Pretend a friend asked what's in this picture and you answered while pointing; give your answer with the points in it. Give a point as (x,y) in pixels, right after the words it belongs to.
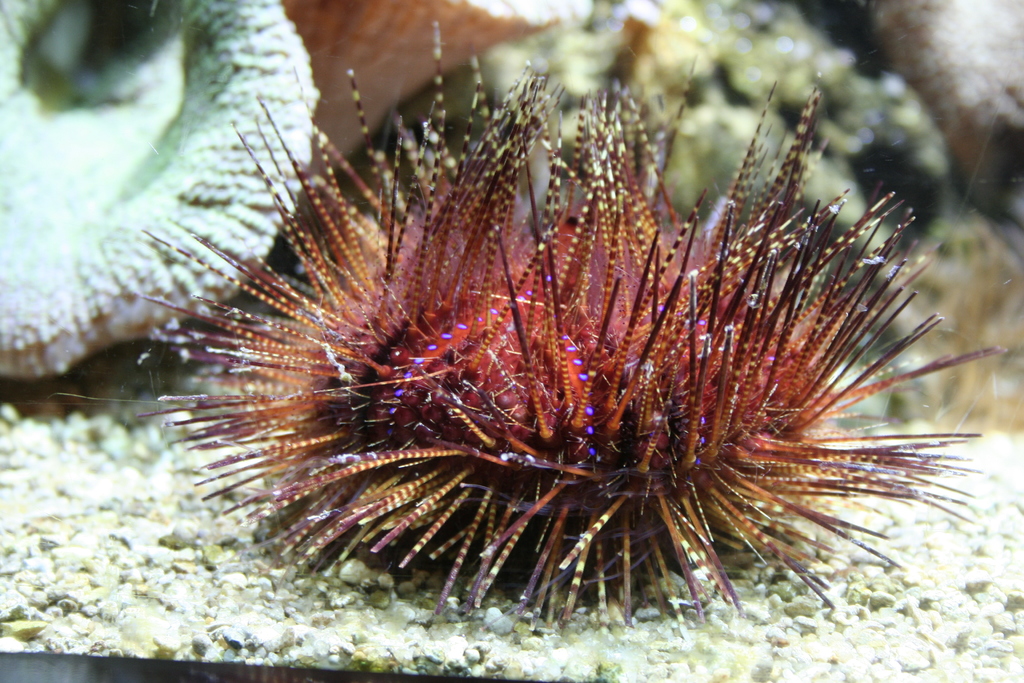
In this picture there is a marine biology (420,203) in the image.
